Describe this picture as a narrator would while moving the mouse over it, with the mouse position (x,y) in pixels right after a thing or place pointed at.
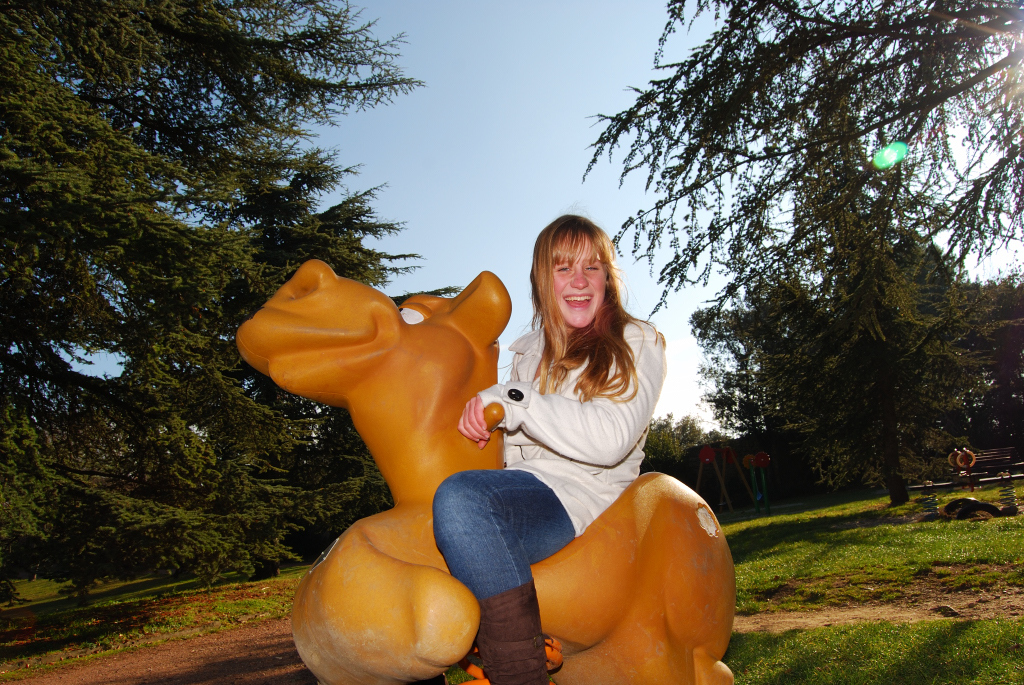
In this image I can see the person (490,555) is sitting on the yellow color object (479,303). Back I can see few trees (250,138) and the sky (520,79) is in blue and white color.
